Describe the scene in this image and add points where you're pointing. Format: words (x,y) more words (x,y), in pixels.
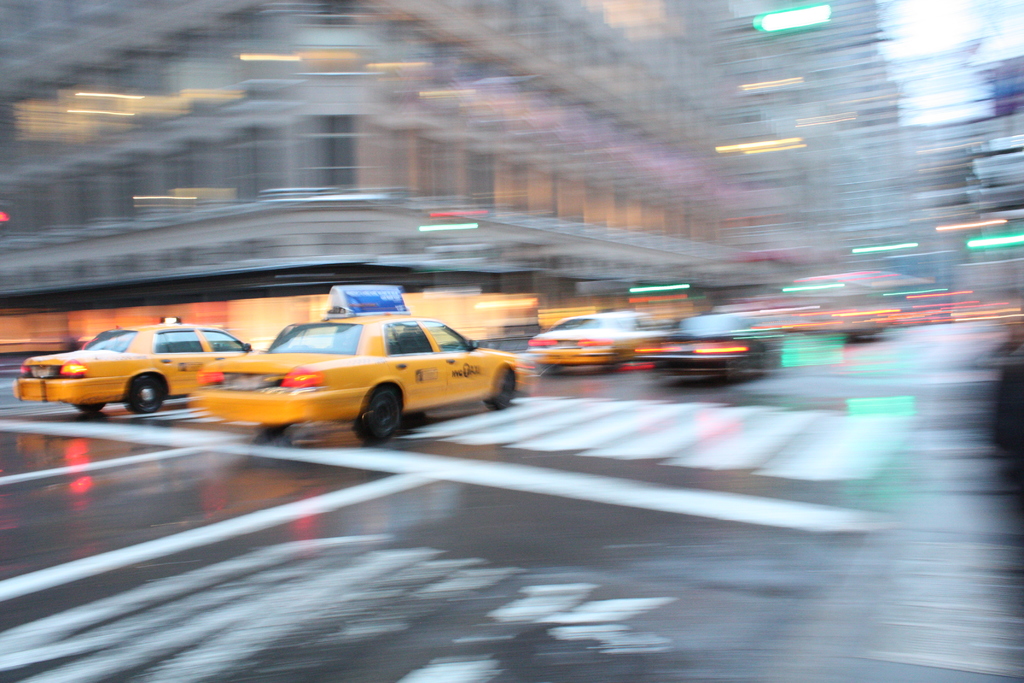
In the center of the image (607,409) there is a road (5,402) on which there are vehicles (64,386). In the background of the image (674,191) there are buildings (522,113).
